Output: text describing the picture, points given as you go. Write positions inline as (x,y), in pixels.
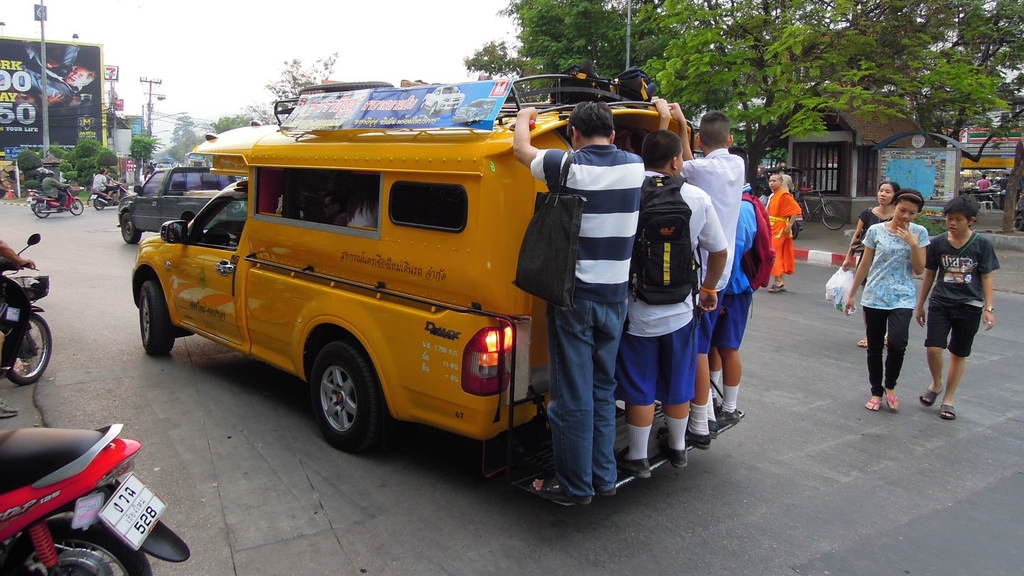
in this image i can see four persons (609,339) standing at the back of the vehicle (411,373), at left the persons (619,231) are wearing bag (567,227) and the vehicle (479,240) is in yellow color, at right (905,313) there are few other persons (937,352) walking on road (840,524), at left (44,535) there is a bike (20,512) in red in color, at the back ground (136,215) i can see the other vehicle (177,187) and few bikes (44,208) and a black color banner (72,109), a pole (47,115), a tree (575,38) and a sky (442,21) and at right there is a person (980,183) sitting.
